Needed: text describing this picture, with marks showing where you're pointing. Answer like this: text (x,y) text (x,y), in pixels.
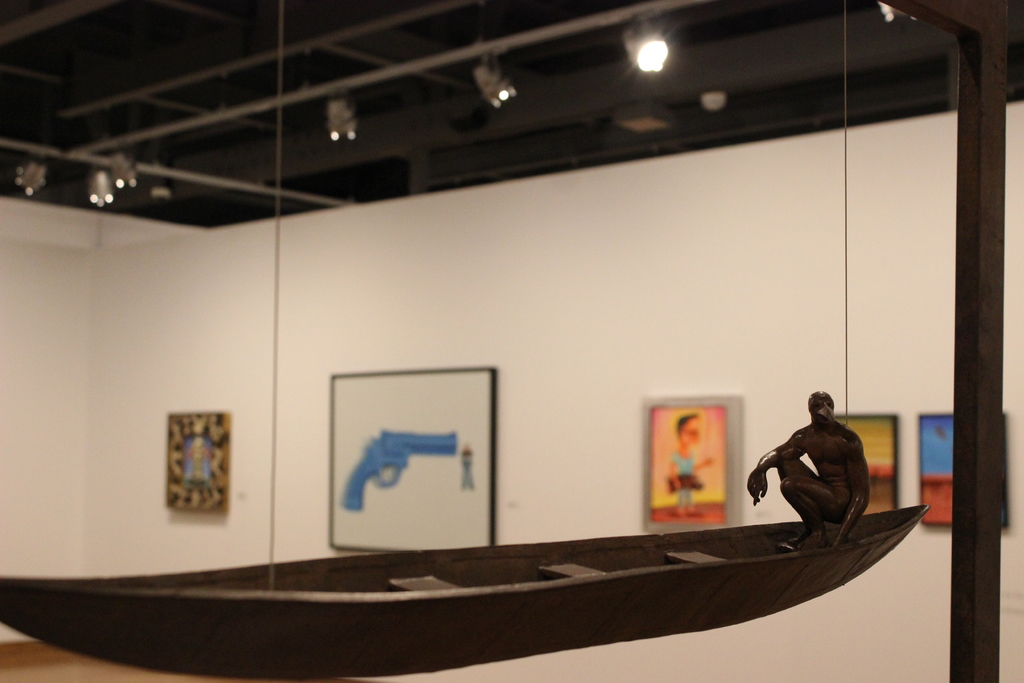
In this image we can see a doll (830,454) in a toy boat (789,585) tied with strings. In the background (664,463), we can see group of photo frames (338,463) on the wall (622,528). At the top of the image (658,70) we can see group of lights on the roof (566,70).
